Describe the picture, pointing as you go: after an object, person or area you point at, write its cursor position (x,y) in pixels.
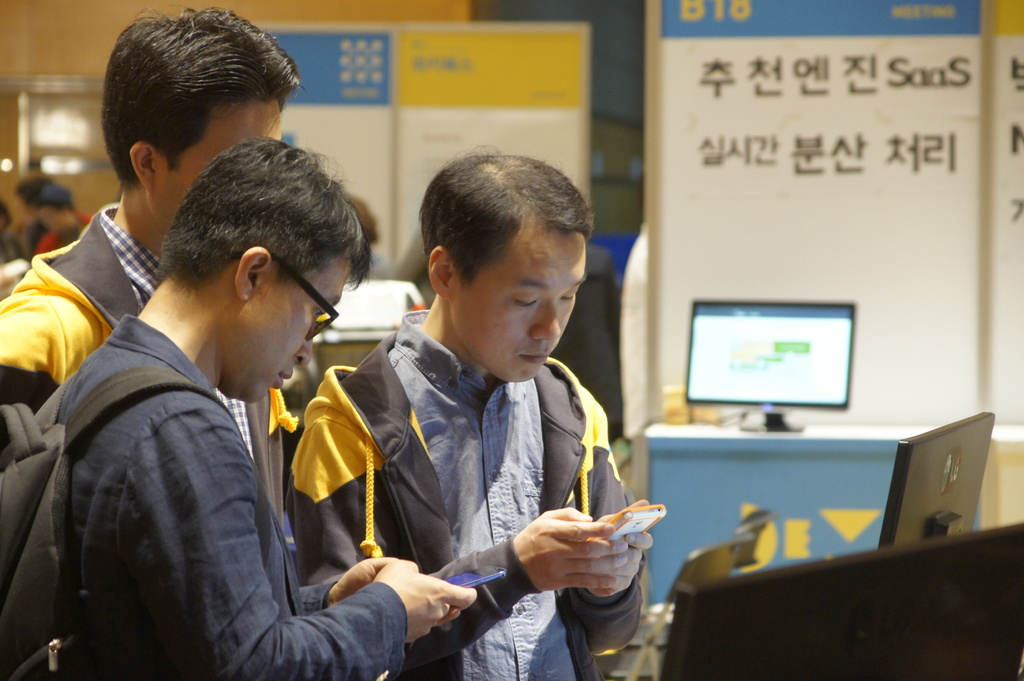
In this image we can see a group of people (370,476) and two of them are holding cell phones (626,524) in their hands (616,552), there is a system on the table (772,464) and boards (505,109) with text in the background (959,87).
